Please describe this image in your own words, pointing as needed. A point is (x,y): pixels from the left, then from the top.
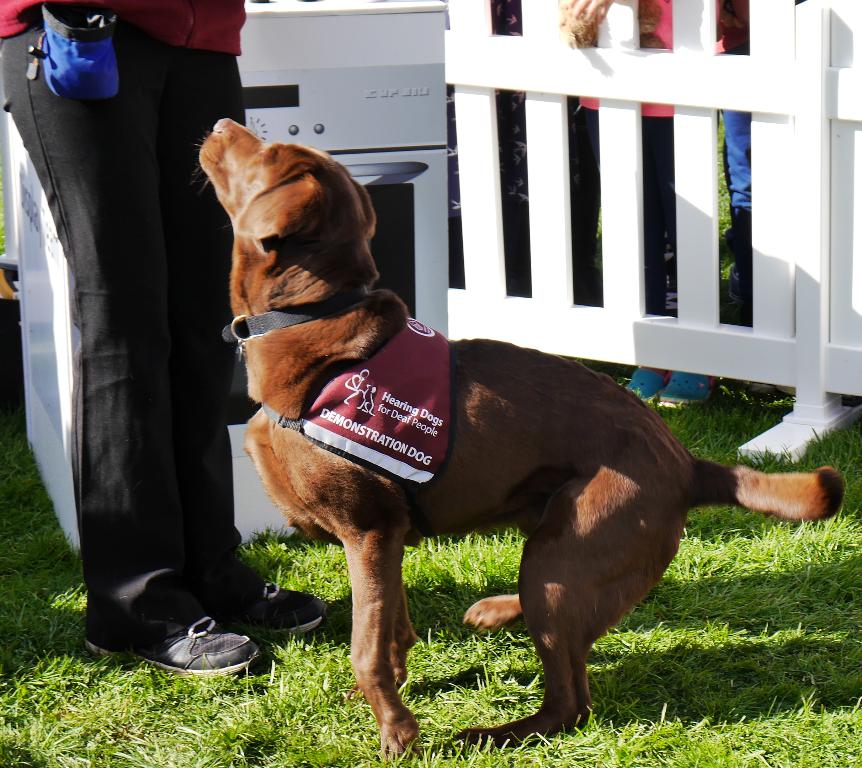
In this picture we can see a person (185,201) standing, dog (312,368) with a coat (314,437) and belt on it and an object (390,158) on the grass (316,675), fence (833,153) and in the background (738,291) we can see some people (520,217) standing.
